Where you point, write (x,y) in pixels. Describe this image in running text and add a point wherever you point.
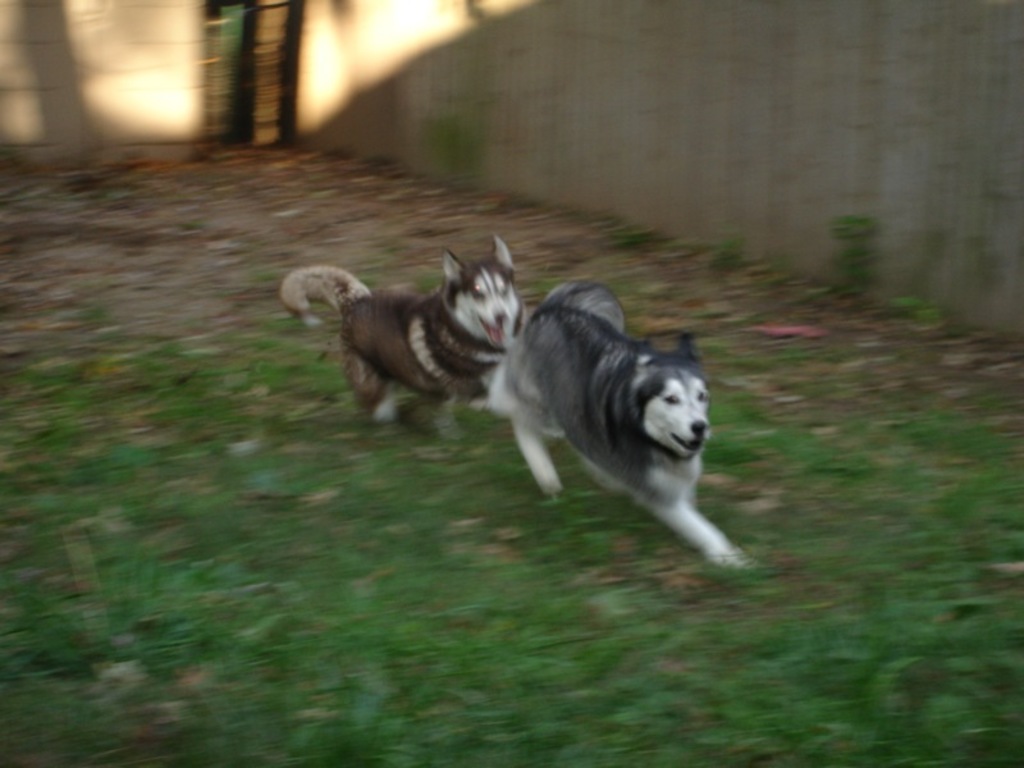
In this image there are two dogs (573,300) which are running one after the other and the first dog (499,403) is black in color and there is another dog (433,355) which is brown in color and it is chasing the black dog (549,344) and they are running on green grass (243,557).
